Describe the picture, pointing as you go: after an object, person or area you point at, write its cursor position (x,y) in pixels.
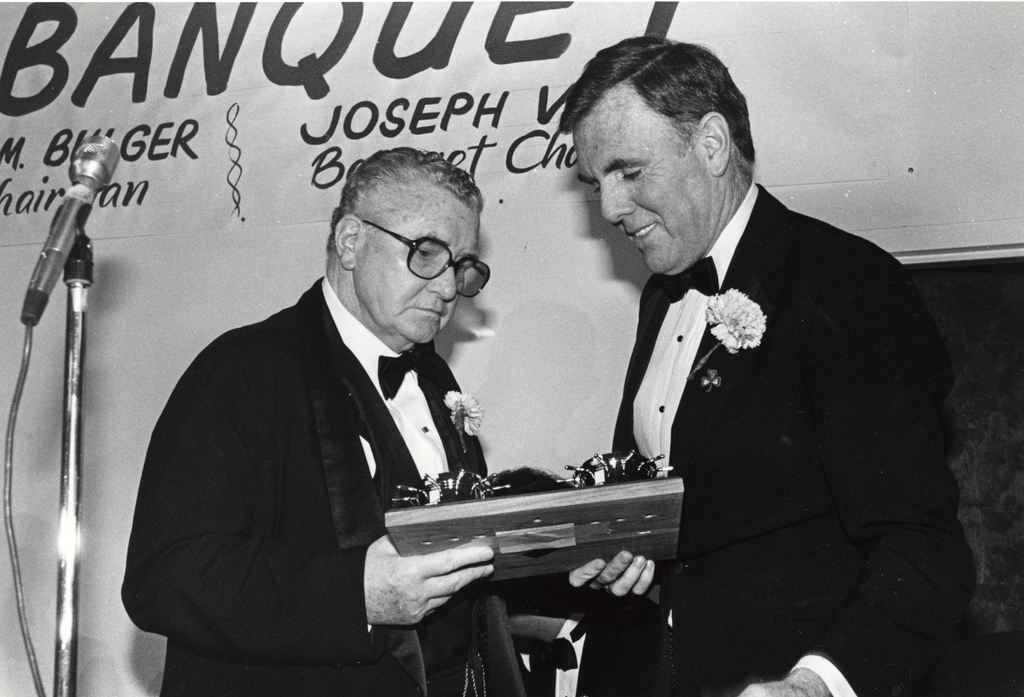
This is a black and white image. There are a few people (308,648) holding an object (441,520). We can see a microphone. In the background (36,620), we can see the wall (546,284) with some text (494,25). We can also see an object (997,375) on the right (996,276).
